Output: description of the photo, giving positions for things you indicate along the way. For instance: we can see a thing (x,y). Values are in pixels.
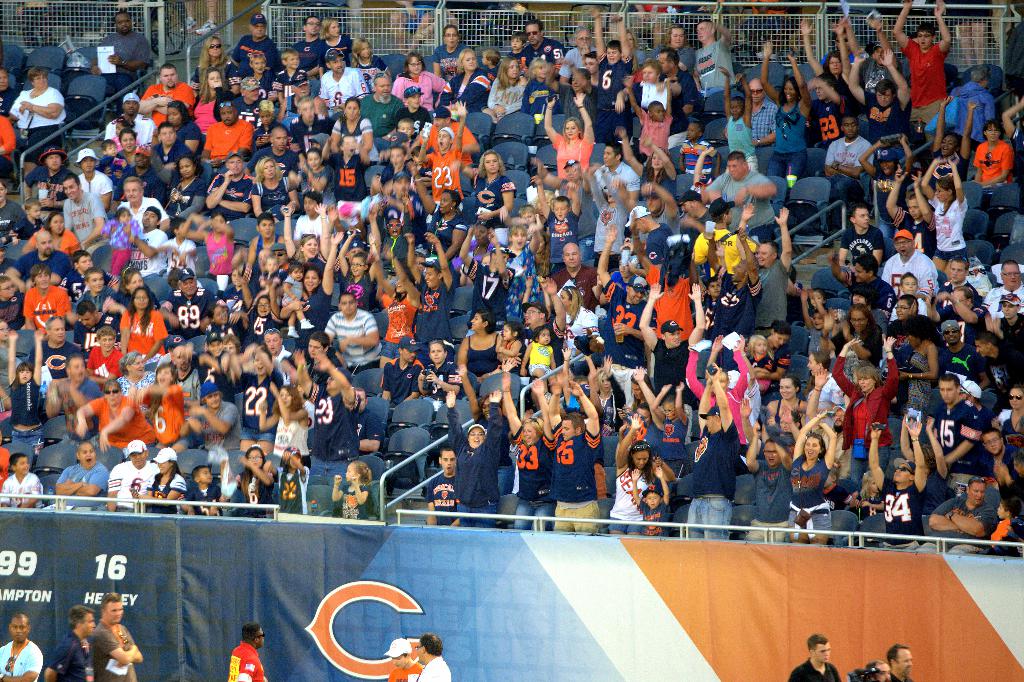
I can see groups of people (454,229) sitting on the chairs (460,328) and few people (680,350) standing. These are the kinds of barricades (422,484). This is the hoarding (609,569). This looks like a fence (606,24).
